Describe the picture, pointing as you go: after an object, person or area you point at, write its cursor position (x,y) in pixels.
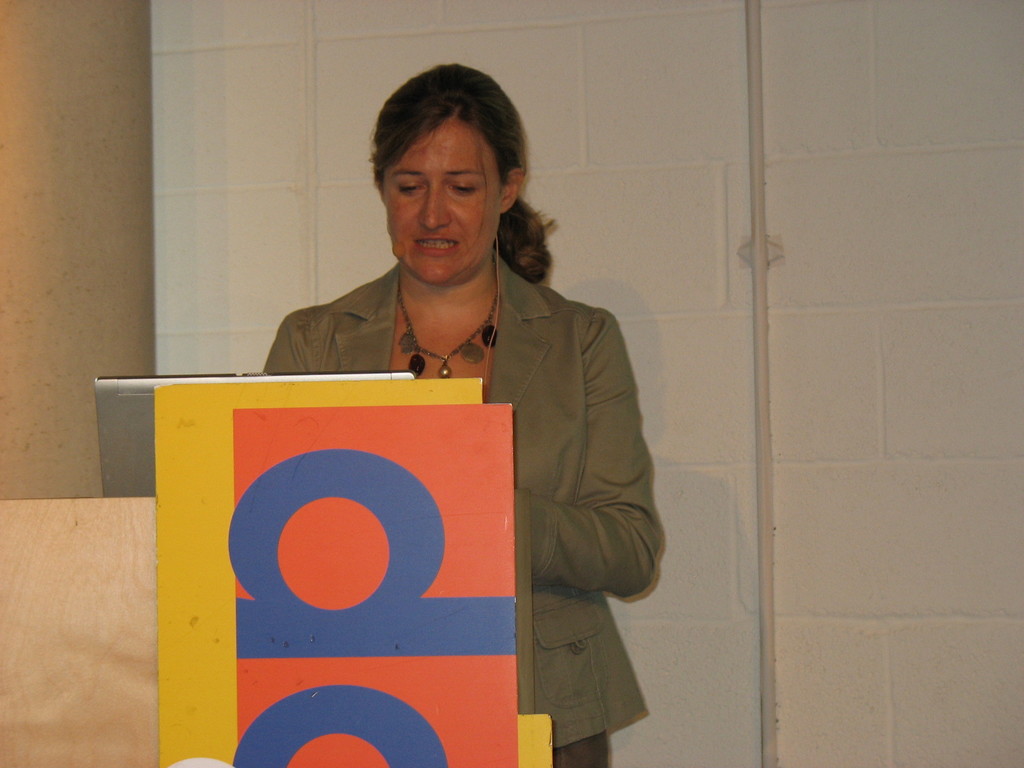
In this image I can see a person (624,380) standing and the person (565,377) is wearing green color blazer (565,377). In front I can see a laptop (108,433), background (962,289) the wall (280,184) is in white color.
